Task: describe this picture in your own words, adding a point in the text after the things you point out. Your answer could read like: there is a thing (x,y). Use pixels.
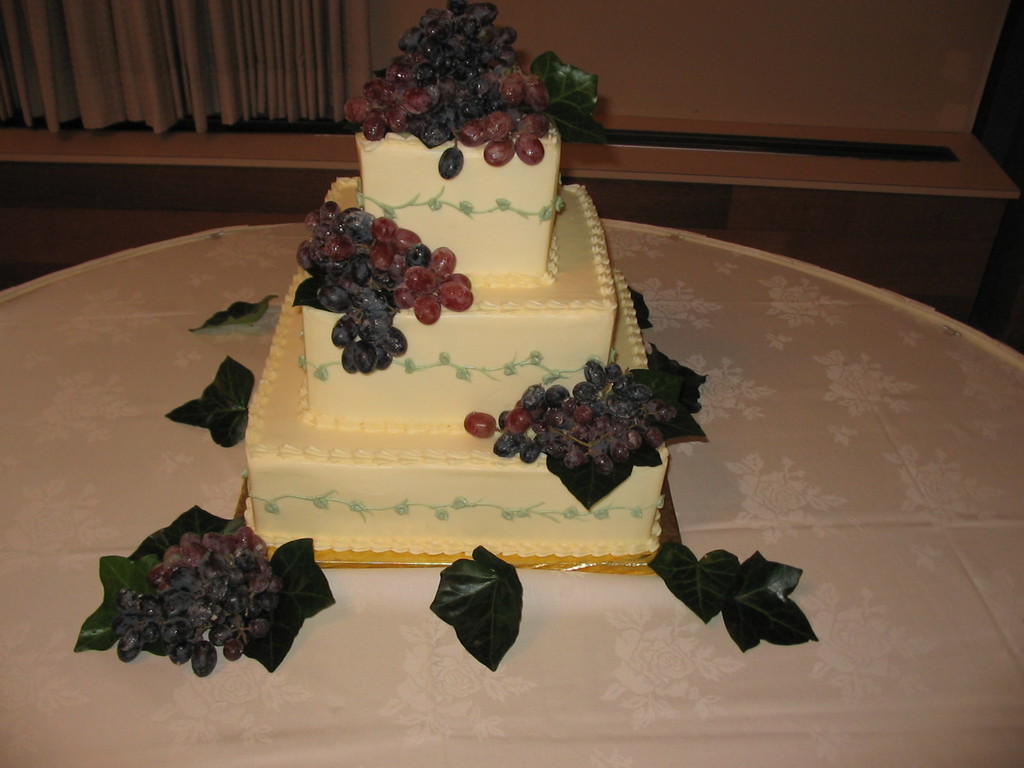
In this image we can see a cake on which group of grapes (447,68), leaves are placed on it. In the background (333,51) we can see curtains (157,64).
